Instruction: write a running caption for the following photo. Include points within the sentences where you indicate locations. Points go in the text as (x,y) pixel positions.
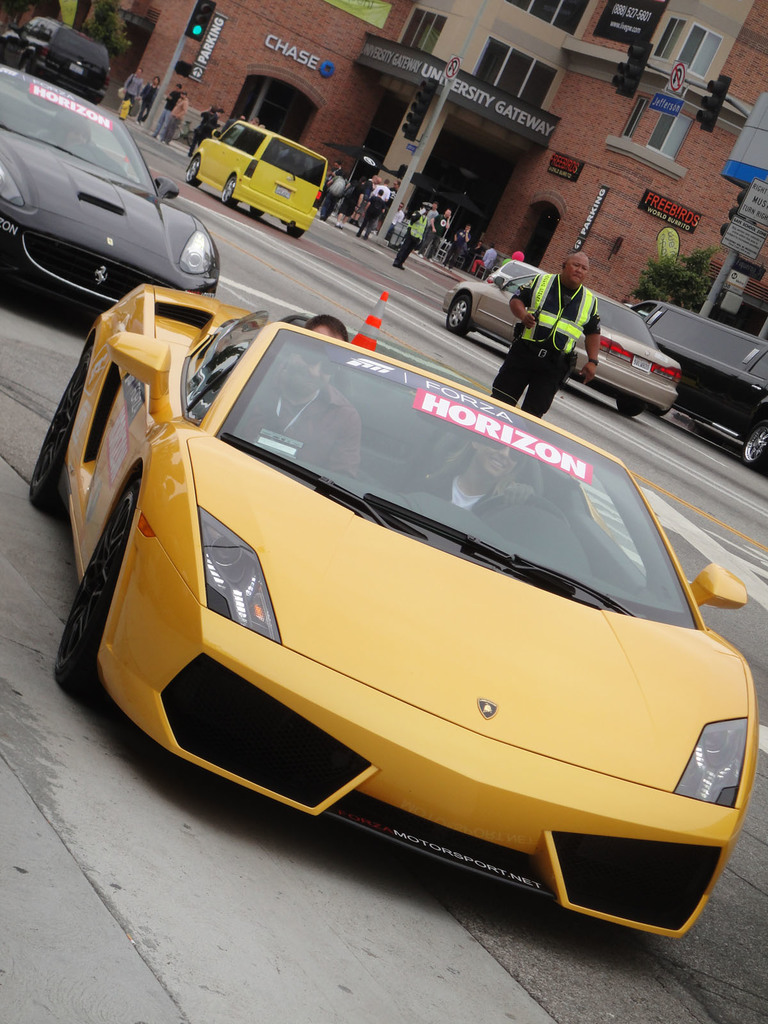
In this image in the center (274,496) there are some vehicles (312,336) and some people (402,243), some of them are standing and some of them are walking and also we could see some traffic signals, poles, boards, barricades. And at the bottom (201,772) there is a road (106,791), in the background (546,54) there is a building (592,47) and some text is there on the building (257,76).
